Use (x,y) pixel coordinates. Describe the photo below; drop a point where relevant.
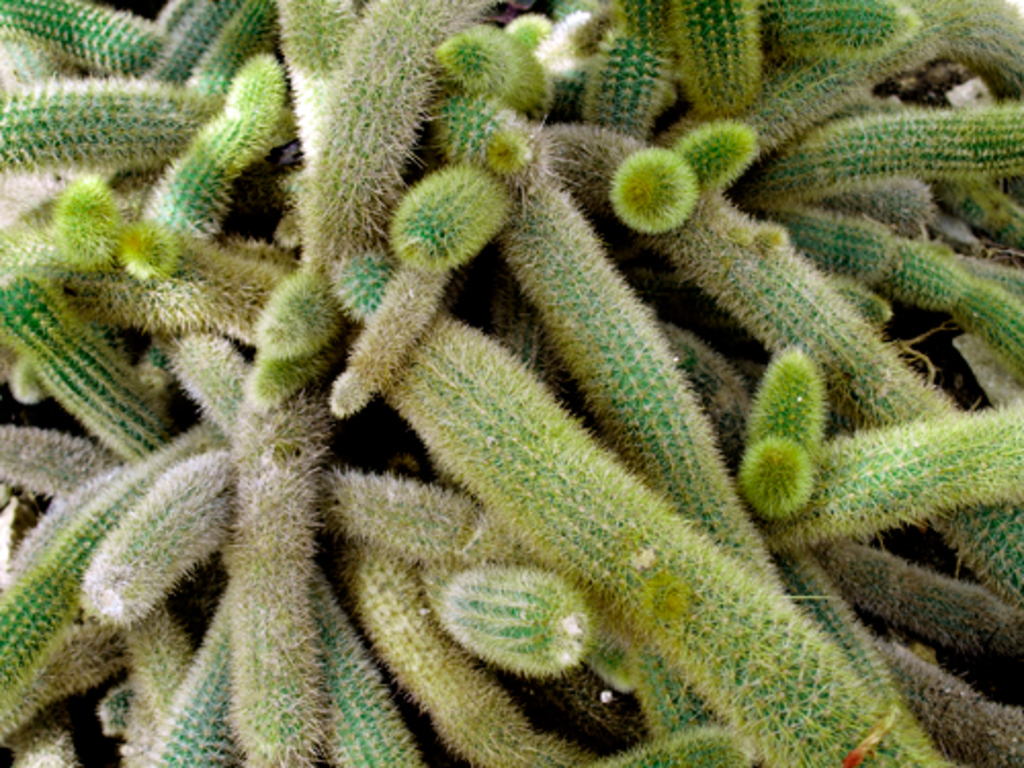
This is the picture of a plant (703,475).
